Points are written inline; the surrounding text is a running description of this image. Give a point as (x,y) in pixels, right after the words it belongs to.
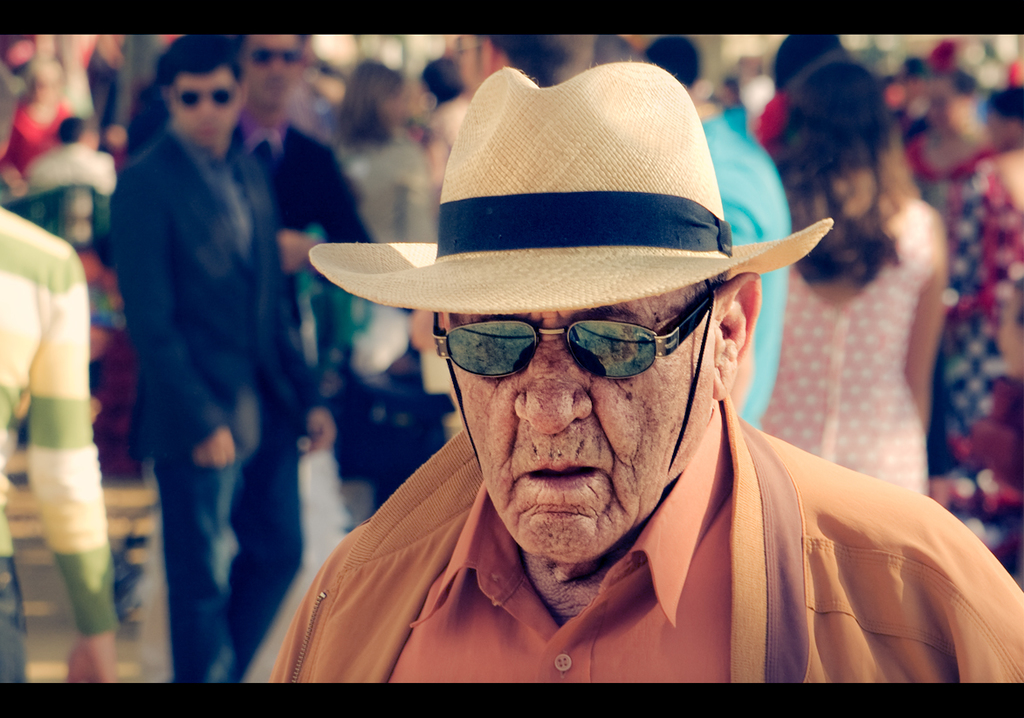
In this image we can see a man (639,482). He is wearing a goggles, shirt (560,665), jacket (871,636) and hat (549,267). In the background (882,258), we can see so many people (46,275).
